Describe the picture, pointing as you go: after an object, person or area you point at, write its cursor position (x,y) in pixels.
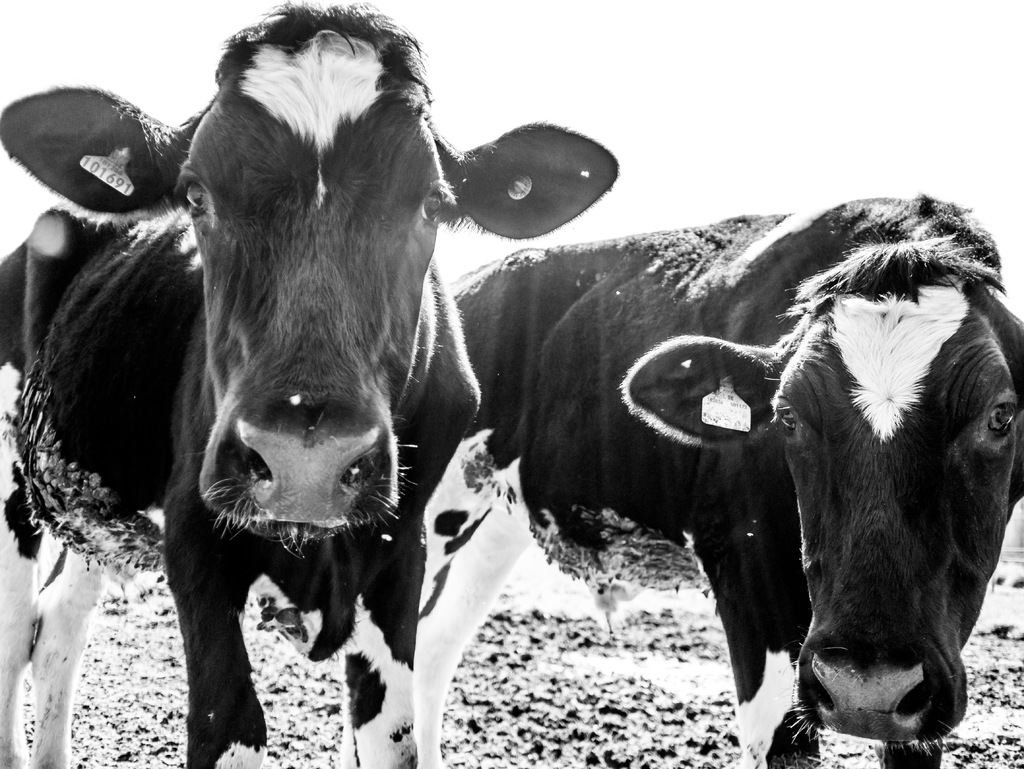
In this image I can see two cows (403,400) in black and white color and this image is also in black and white color and there are tags (103,163) to the ears (77,166) of these cows (340,312).
